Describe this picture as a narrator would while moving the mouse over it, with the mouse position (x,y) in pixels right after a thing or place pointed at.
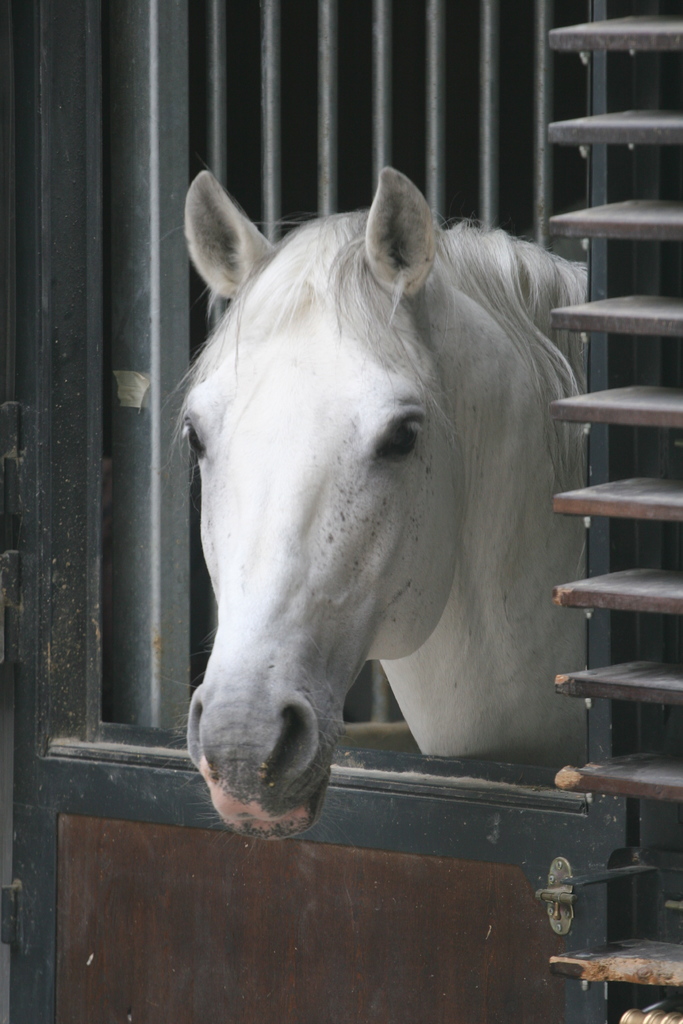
In this image I can see a window (471,206) and I can see a horse head (397,439) visible in the window (118,470).
